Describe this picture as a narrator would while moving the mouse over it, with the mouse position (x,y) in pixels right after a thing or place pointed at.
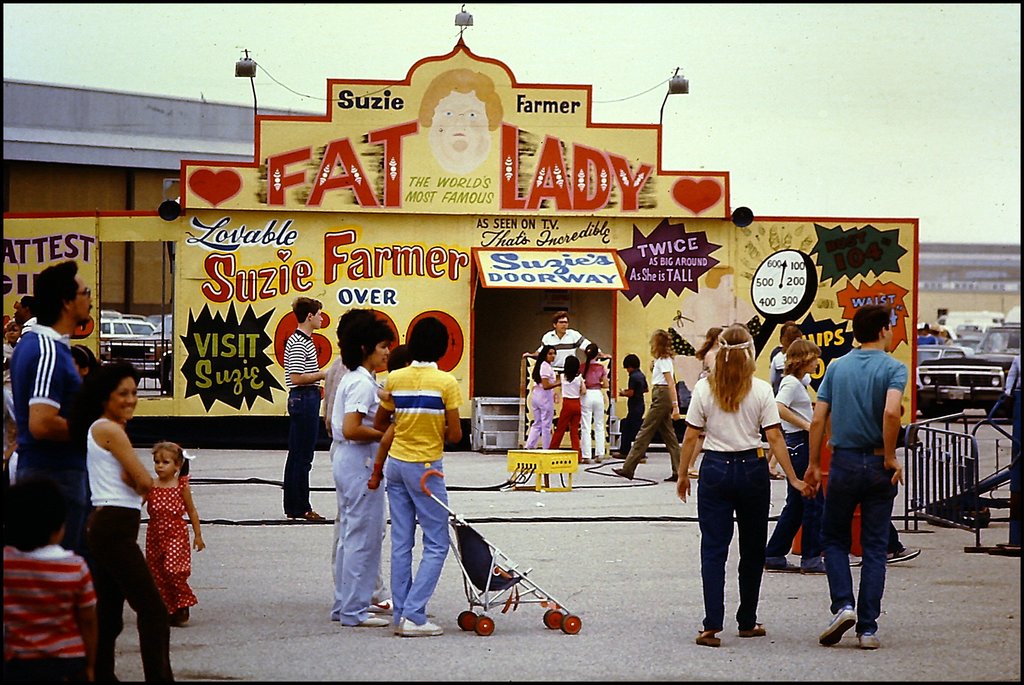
In this image we can see a few people (438,451), there is a trolley (465,555), there is a board (400,246) with some text (368,257) and images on it, there is a house (171,145), there is a rack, box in the middle of the image (487,445), there are few vehicles (958,332), also we can see the sky (827,85).
